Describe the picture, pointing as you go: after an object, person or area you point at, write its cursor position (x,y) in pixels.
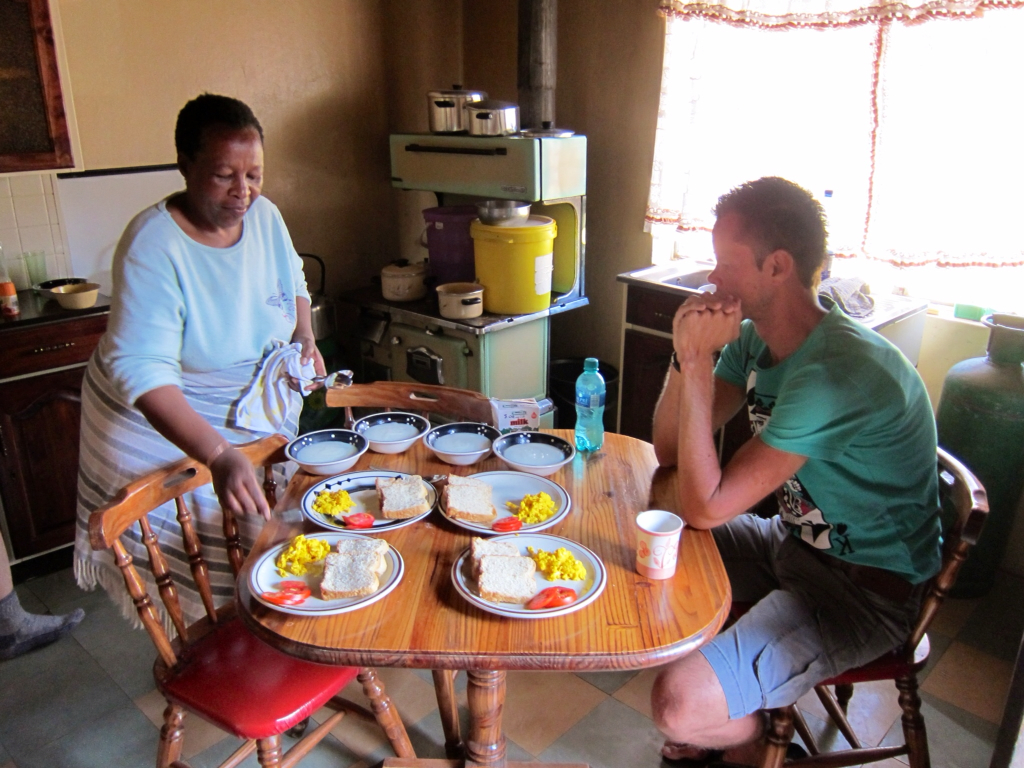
In this image there is a woman (172,321) serving food (398,429) to a person (727,387) sitting on a chair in front of a dining table (574,475), on the table (562,525) there are four plates (468,524) with bread (369,548) and other food items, beside the plates (394,552) there are four bowls (438,452), a bottle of water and a mug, there are two chairs (183,490), in the background of the image (73,379) there is a stove (386,320), kitchen utensils (503,260), sink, gas cylinder (974,363) and a kitchen platform (83,352), on top of the kitchen platform (65,337) there are a few other utensils (61,304), behind the person (757,302) there is a curtain (795,57) on the window (681,160).
